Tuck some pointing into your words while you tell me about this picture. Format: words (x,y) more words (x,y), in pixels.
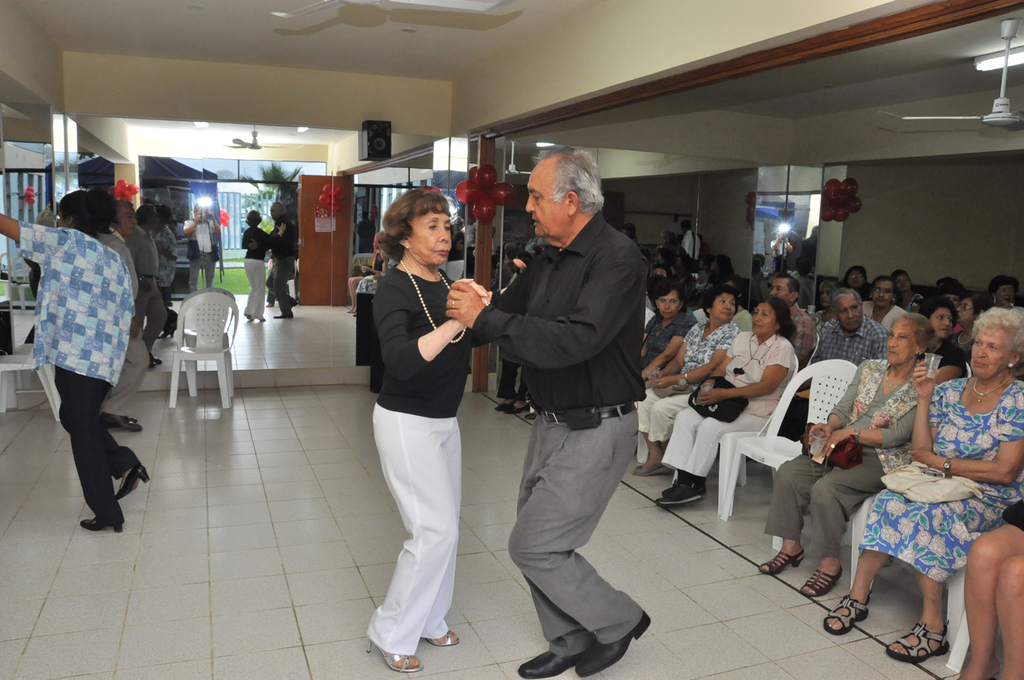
This image consists of two persons (407,476) in the middle (446,409), the woman (446,404) and a man (578,339) both are wearing black dress (546,344) are dancing. To the right (849,281), there are many people (956,354) sitting in the chairs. In the background (326,93), there are balloons (475,209) fixed to the wall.
